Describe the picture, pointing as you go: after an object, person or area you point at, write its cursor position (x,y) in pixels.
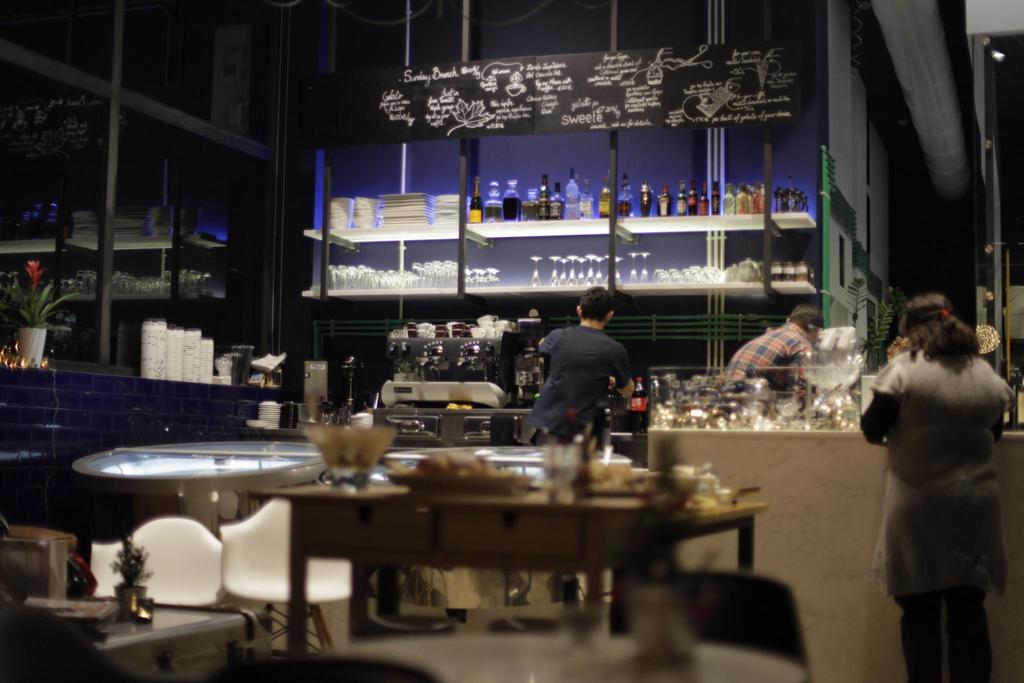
Here we can see a man (571,391) is standing on the floor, and in front there are many bottles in the shelves (590,281), and here a person (814,340) is standing, and here is the glass window (103,253), and here is the flower vase (27,339) on the table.
